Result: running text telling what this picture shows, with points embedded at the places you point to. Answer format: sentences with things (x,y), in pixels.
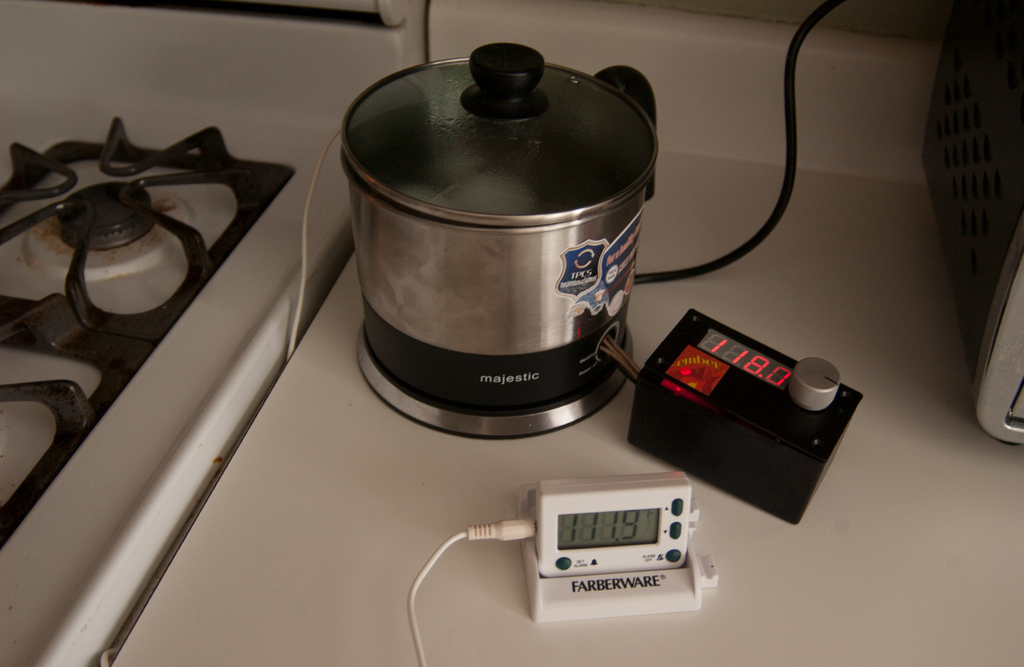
In this image we can see a stove (182,224). There are few electrical objects (659,418) placed on the table (601,453).
